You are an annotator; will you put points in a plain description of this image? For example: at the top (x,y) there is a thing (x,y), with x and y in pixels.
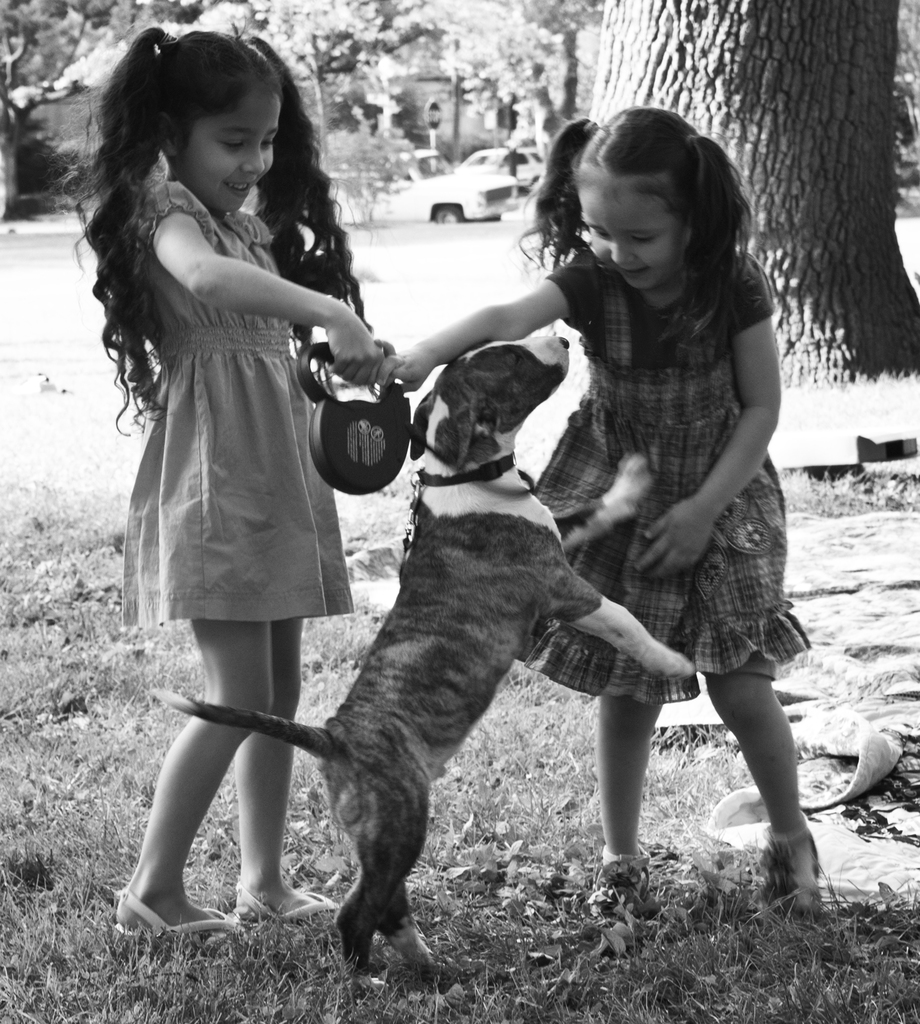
This is a black and white image. There are two girls (550,280) in this image and dog (313,735). Both of them are holding hands (376,360) and there is a tree (801,98) on the top right corner (819,199). There is grass (511,773) in the bottom (416,905).
